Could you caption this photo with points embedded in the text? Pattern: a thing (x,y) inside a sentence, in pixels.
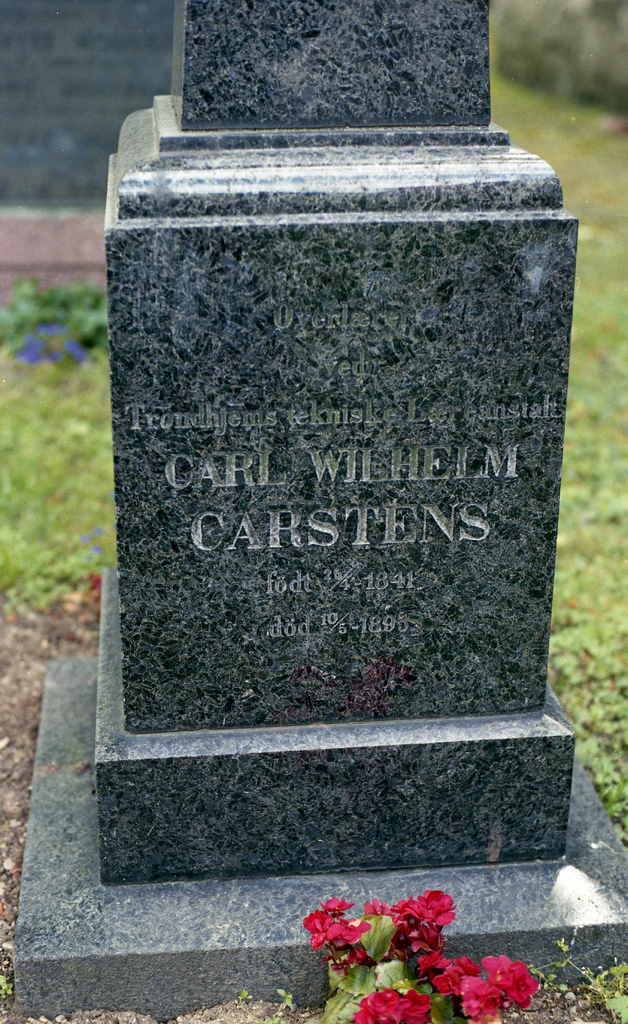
This image is taken outdoors. In the background (600,414) there is a ground (596,463) with grass (603,337) on it. There is a cornerstone (69,147). In the middle of the image (295,456) there is a tombstone (239,797) with a text (308,508) on it. There is a bouquet (406,990) on the ground (602,987).
